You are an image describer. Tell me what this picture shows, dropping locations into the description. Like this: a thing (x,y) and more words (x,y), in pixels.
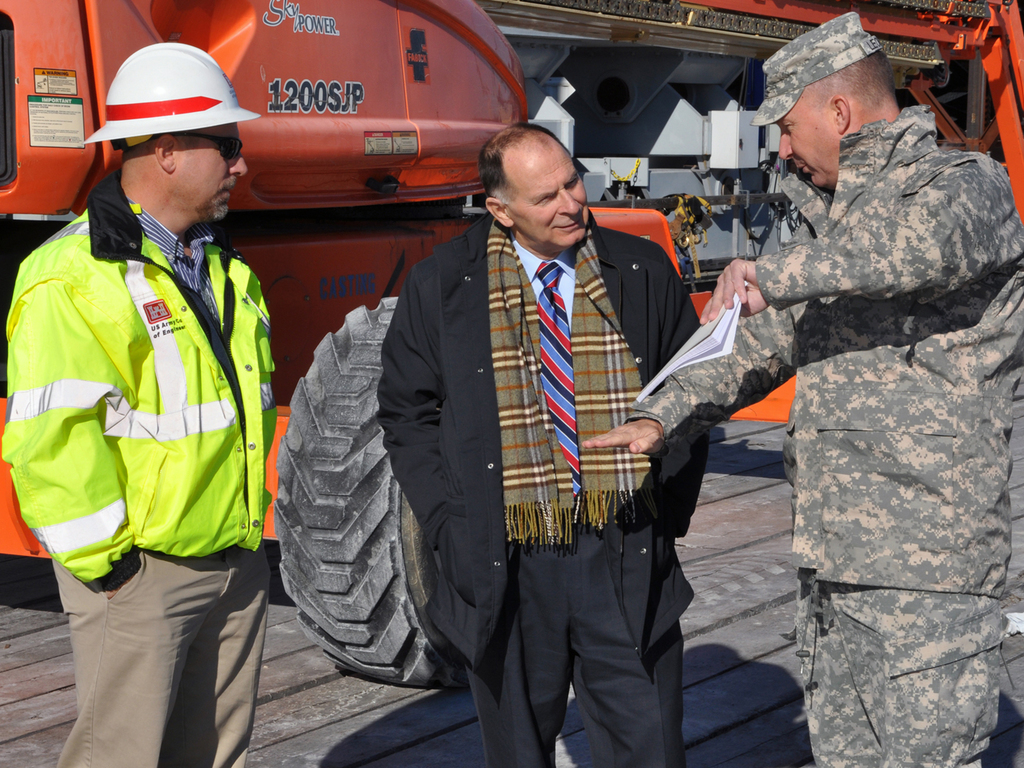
In this image there are three men (673,625) standing one man (790,315) is holding a book (703,337) in his hand (754,303), in the background (466,11) there is a vehicle (405,85).
